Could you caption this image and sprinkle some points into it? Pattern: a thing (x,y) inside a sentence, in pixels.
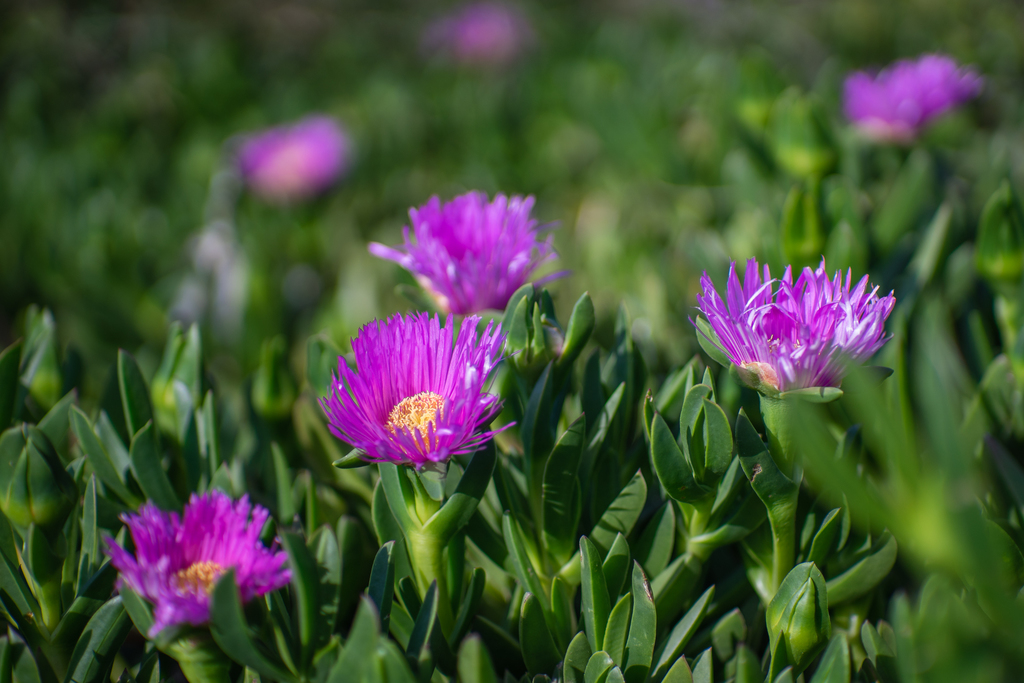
In this image we can see a group of plants (756,537) with some flowers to them.
